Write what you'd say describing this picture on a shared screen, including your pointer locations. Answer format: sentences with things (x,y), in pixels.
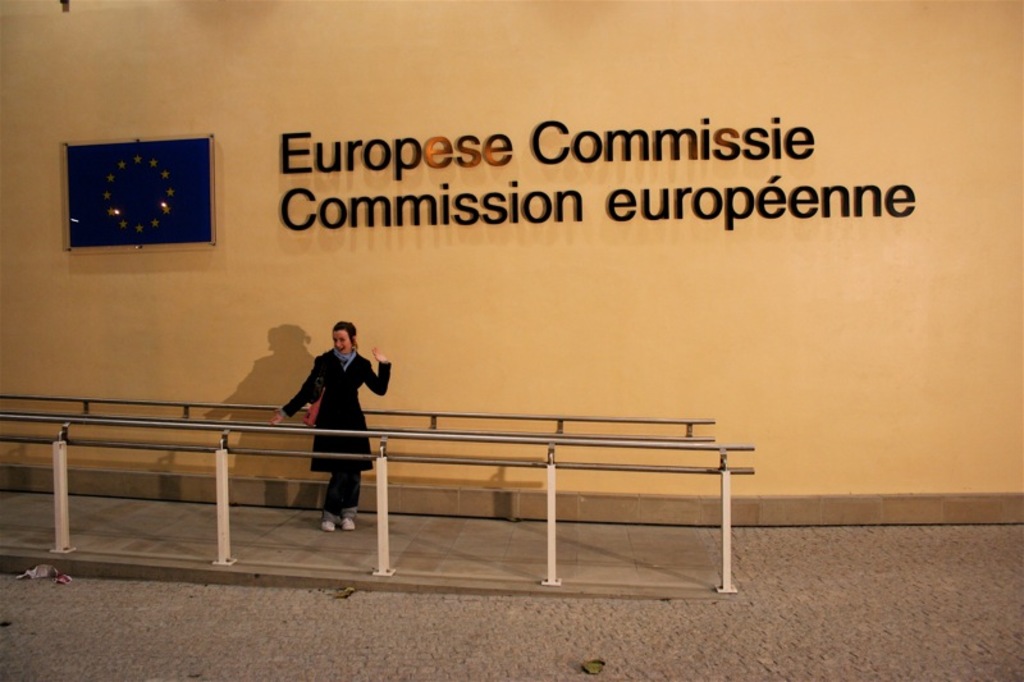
In this picture we can see a woman (336,420) wearing a black coat (336,420) standing in the front (341,490) and giving a pose to the camera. In the front (265,450) there is a railing pipe (197,449). Behind there is a yellow wall (568,449) on which "'European Commission" is written.
